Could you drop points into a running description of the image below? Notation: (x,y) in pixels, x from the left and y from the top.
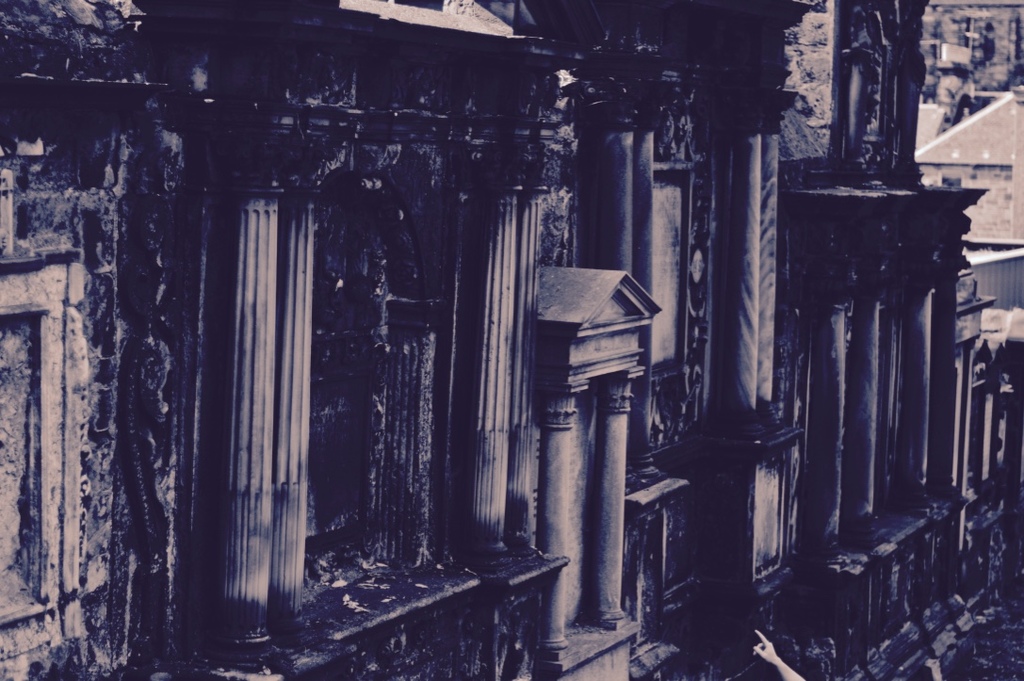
A black and white image and this is an oldest monument (502,415).
